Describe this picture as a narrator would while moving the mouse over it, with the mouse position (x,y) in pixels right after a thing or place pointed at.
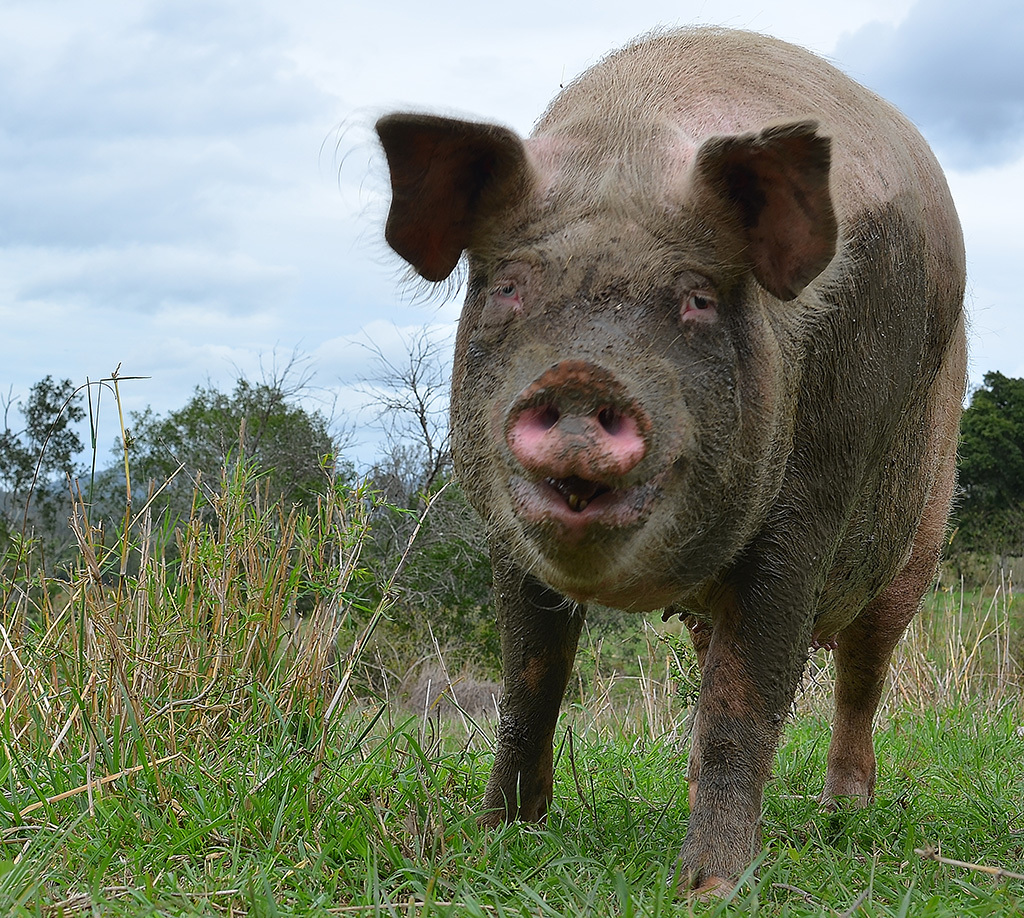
In this image, we can see a pig (695,468) and in the background (985,466), there are trees (402,489). At the bottom (663,868), there is ground (590,842) covered with grass (298,798).
